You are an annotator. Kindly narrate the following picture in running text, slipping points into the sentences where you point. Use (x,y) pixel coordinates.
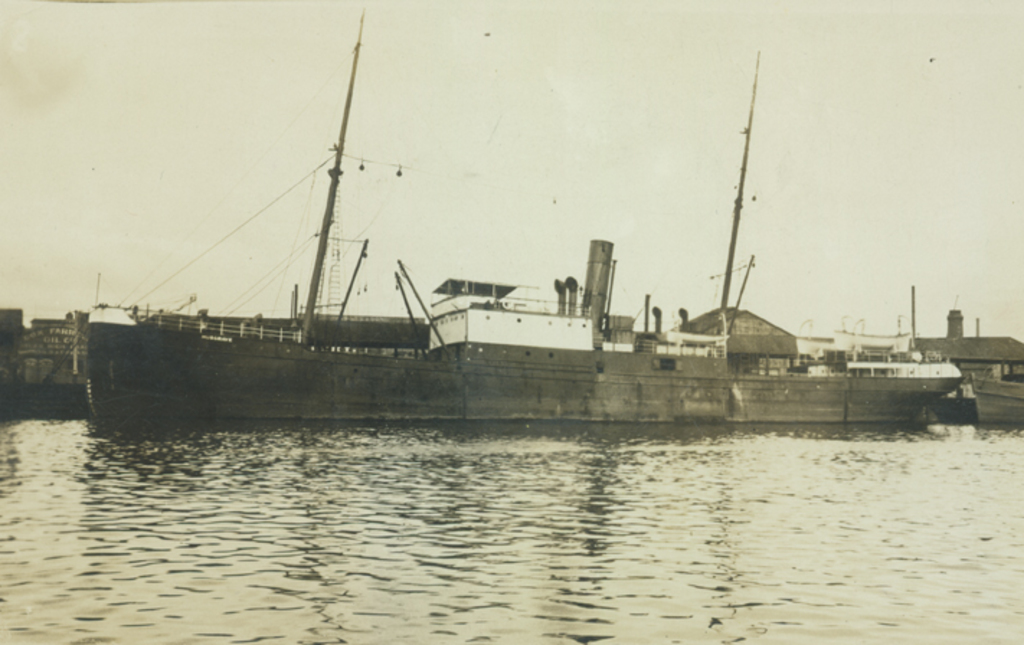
In this image we can see the Clyde steamer (615,322) in water (589,441). And we can see the sky (563,162).
